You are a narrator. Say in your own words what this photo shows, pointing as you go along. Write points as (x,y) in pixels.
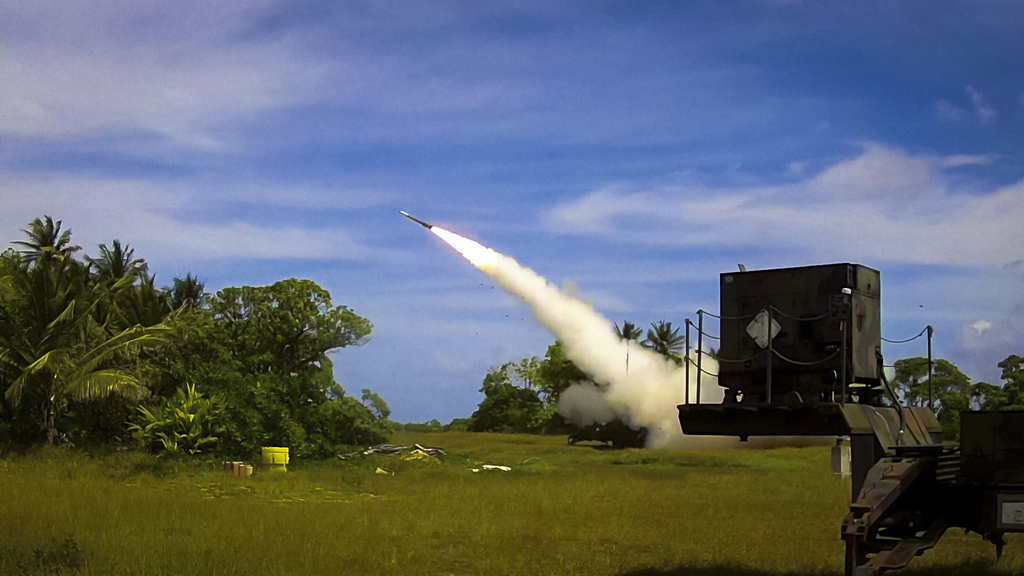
In the picture we can see a grass surface (728,507) on it, we can see some plants (85,339) and trees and on the other side, we can see a rocket launcher (605,438) and a rocket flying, leaving air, gas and fire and in the background (451,181) we can see a sky (632,250) with clouds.
